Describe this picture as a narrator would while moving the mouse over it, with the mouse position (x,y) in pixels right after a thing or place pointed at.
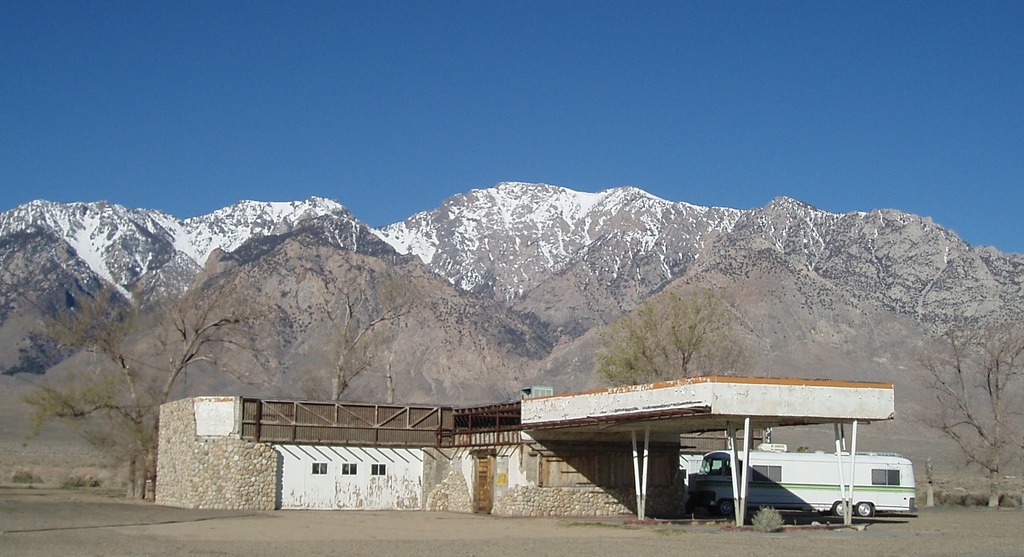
In this image we can see there is a building (452,494) on the ground (235,529). And there is a bus (806,489). And at the back (912,368) there are mountains (321,309) and a snow (431,241). And at the top (428,116) there is a sky (604,110).
